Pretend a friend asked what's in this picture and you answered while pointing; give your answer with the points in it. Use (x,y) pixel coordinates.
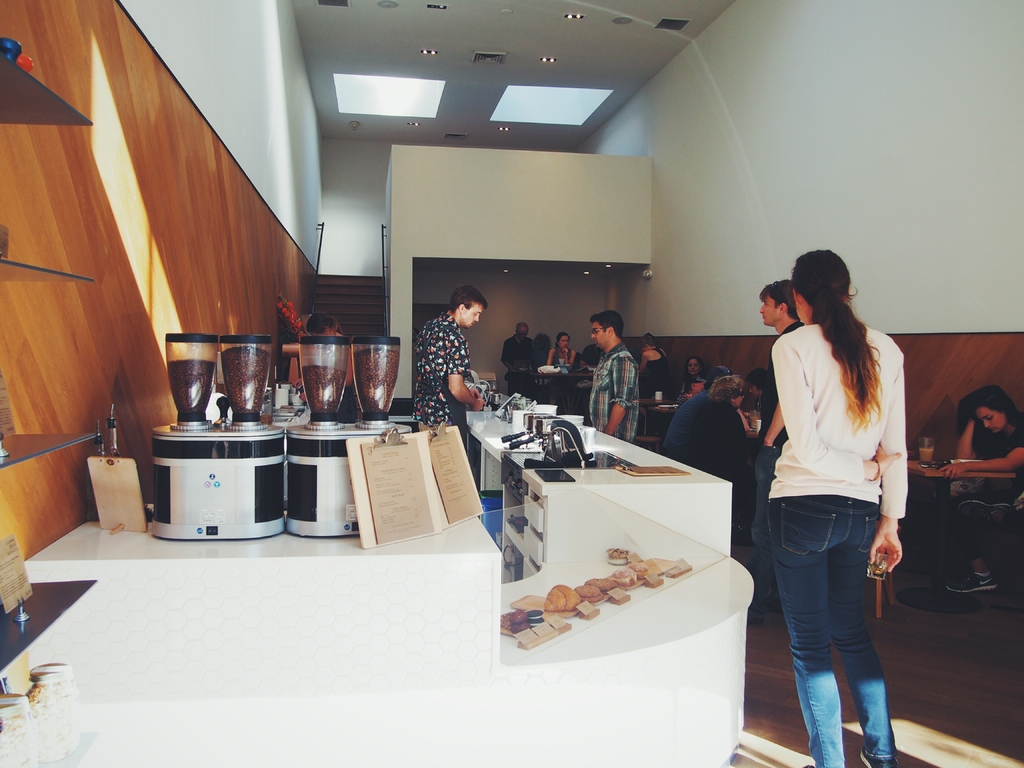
In this picture we can see jars (55,679), coffee machines (327,346), writing pads (96,468), racks (70,108), tables (919,599), some objects (533,405) and a group of people (602,364) and some people (603,383) are standing on the floor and in the background (354,320) we can see the lights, walls (497,224), steps (347,307), ceiling (496,60).
